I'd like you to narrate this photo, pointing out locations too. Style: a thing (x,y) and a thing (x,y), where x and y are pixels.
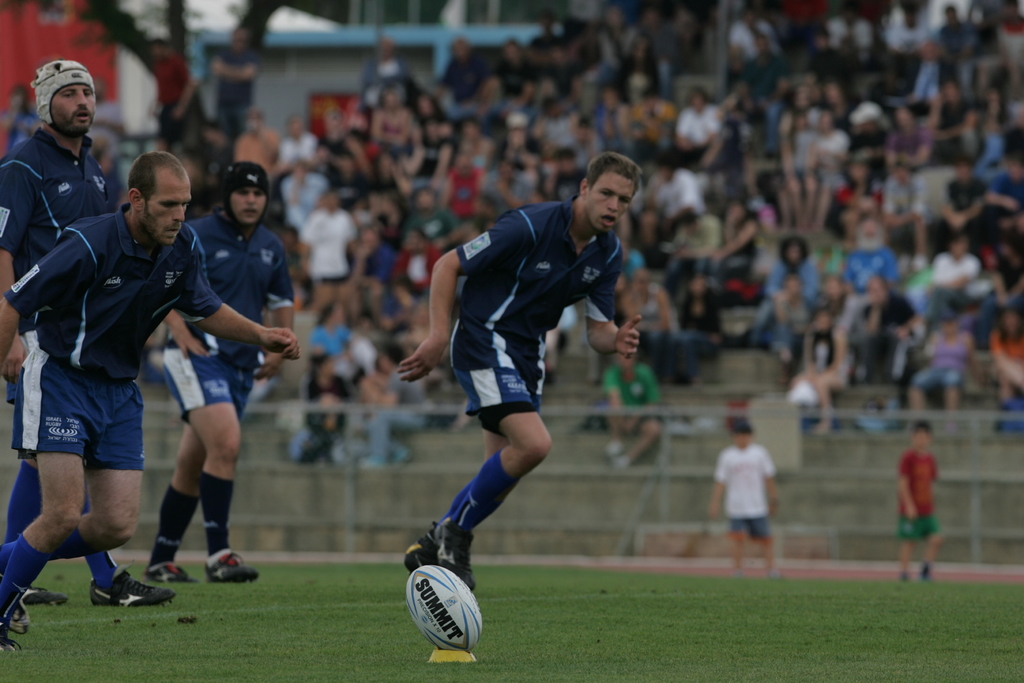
4 men (473,306) are running and playing the sport, they wore blue color t-shirt (280,286), shorts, shoes (457,554). At the back side (871,215) there are many people (624,282) they are observing this sport.
